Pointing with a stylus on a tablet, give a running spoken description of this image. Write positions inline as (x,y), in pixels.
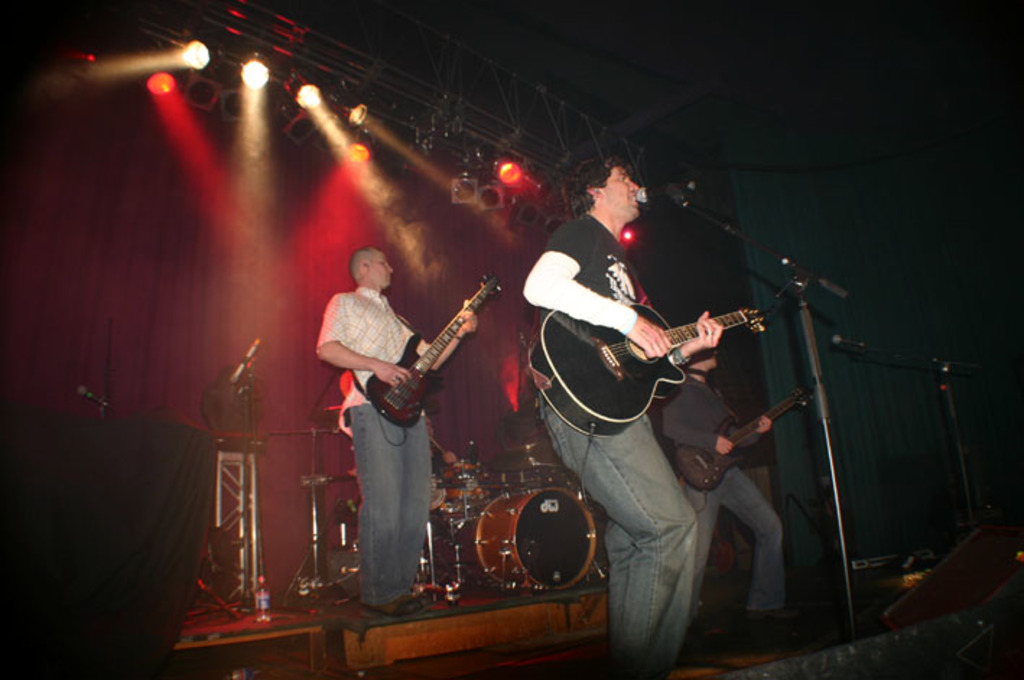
this picture shows three people (655,612) standing and playing guitar (406,387) and we see a man (624,204) singing with the help of a microphone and we see a person (442,468) seated and playing drums (557,480) on the dais (468,603).
